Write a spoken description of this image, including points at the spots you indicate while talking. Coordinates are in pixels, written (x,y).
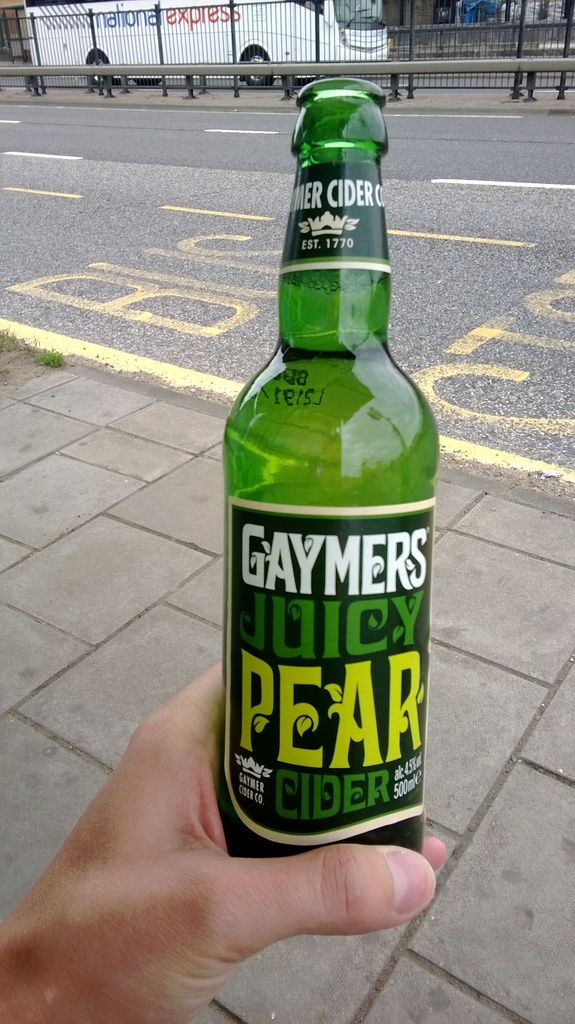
The person (181,884) is holding a green bottle (344,643) in his left hand (226,853) and there is a white bus (289,34) in the background (306,48).
